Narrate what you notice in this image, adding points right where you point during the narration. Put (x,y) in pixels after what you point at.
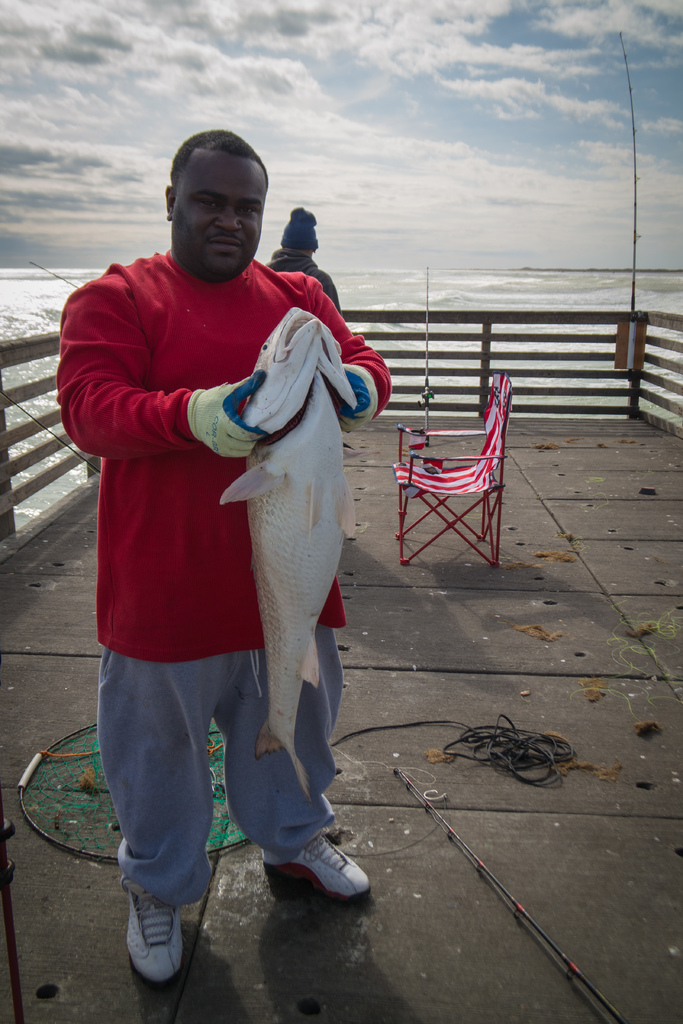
In this image there is a person (200,546) standing on the floor (441,856). He is holding a fish (264,392). Behind him there is a net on the floor (476,592). Right side (469,488) there is a chair (415,450). Left side there is a person (300,263) wearing a cap (301,227). There is a fence (630,392) on the floor (551,521). Behind there is water (88,277). Top of the image (314,114) there is sky (231,90), having clouds (203,73).
